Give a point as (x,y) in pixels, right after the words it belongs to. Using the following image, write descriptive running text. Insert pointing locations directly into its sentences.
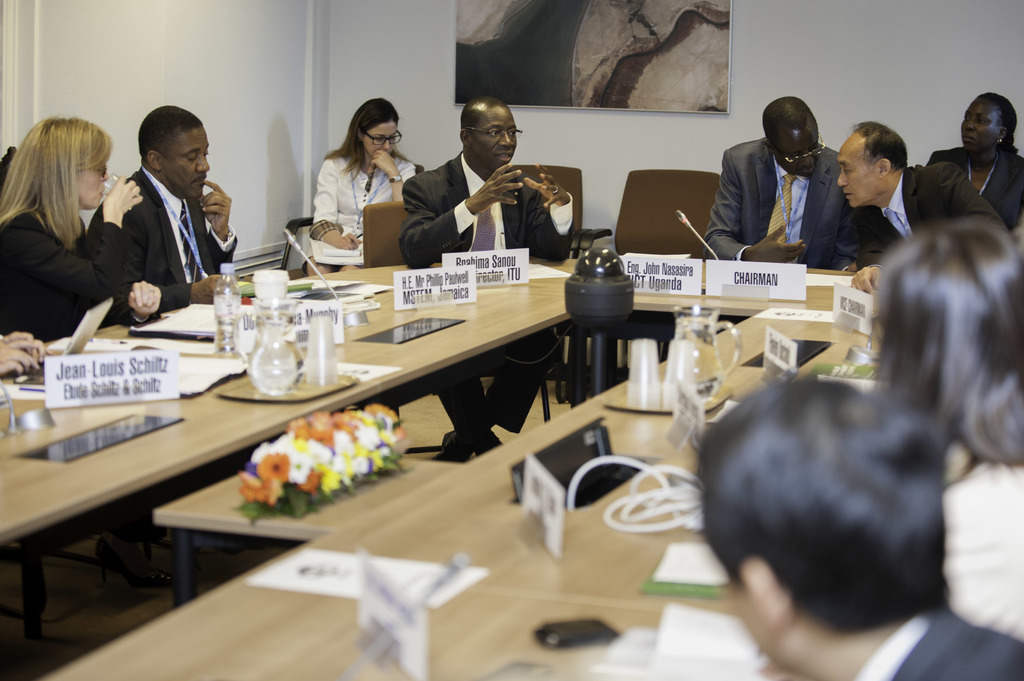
Group of people (96,269) are sitting in meeting room (556,151) and having discussion.
